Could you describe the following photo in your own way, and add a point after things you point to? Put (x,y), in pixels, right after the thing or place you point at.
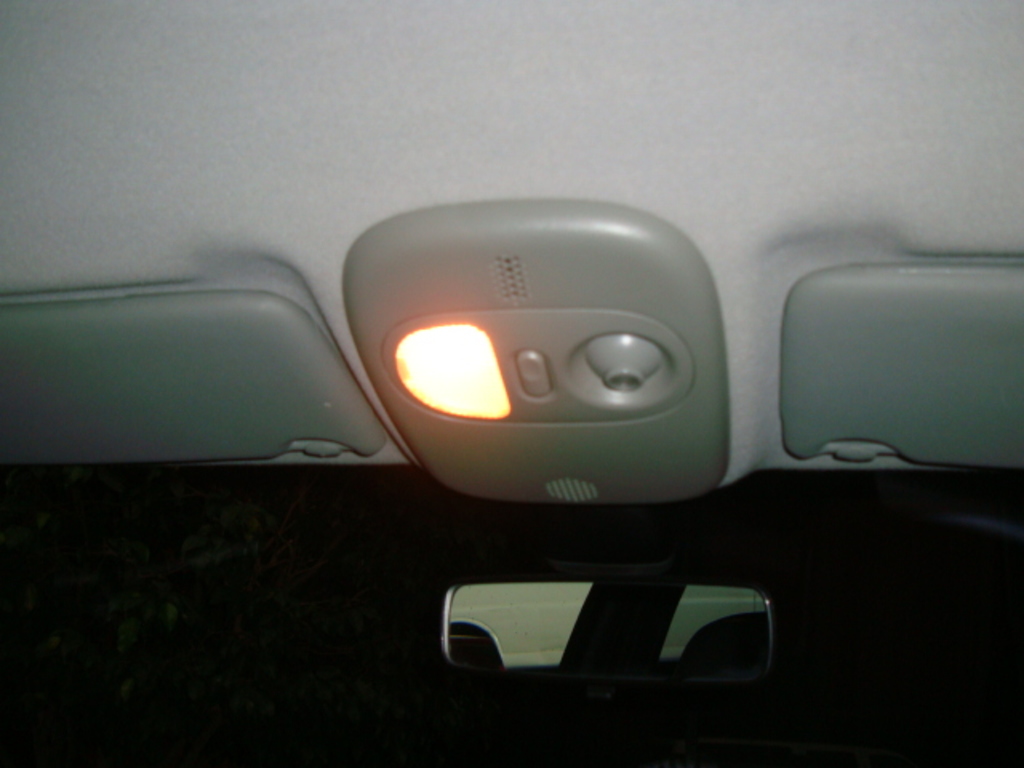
In this picture we can see inside a car (880,637), here we can see a mirror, sun visors (858,348), light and some objects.
